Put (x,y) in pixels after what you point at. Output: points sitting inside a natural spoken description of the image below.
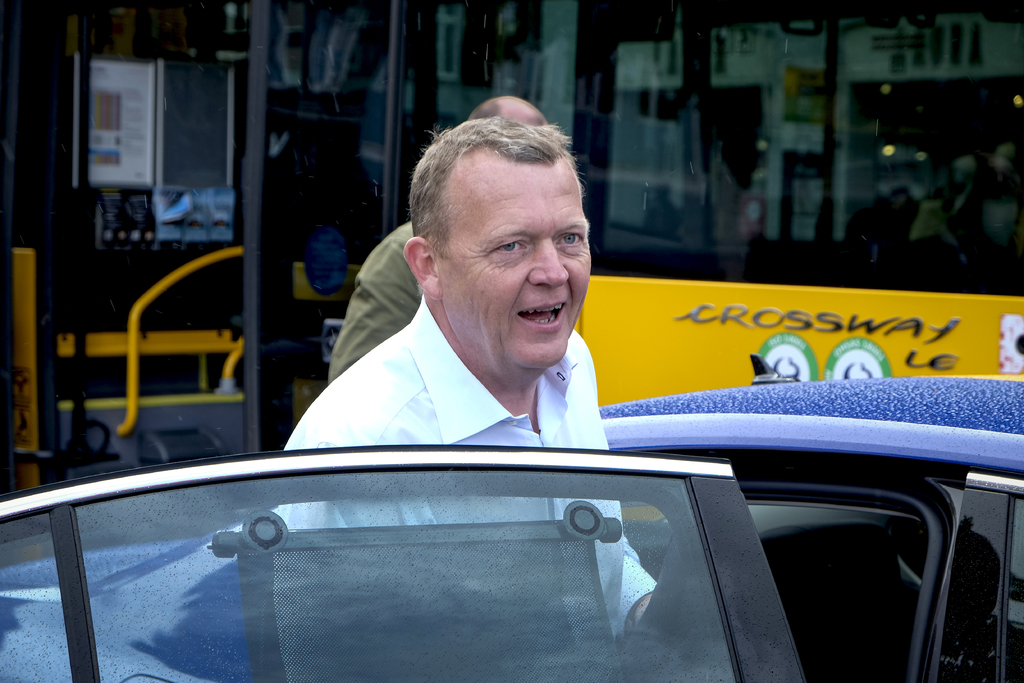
In this image there is a person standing behind the car door (518,510). Behind him there is another person (359,340). In the background of the image (357,151) there is a bus (721,269).
